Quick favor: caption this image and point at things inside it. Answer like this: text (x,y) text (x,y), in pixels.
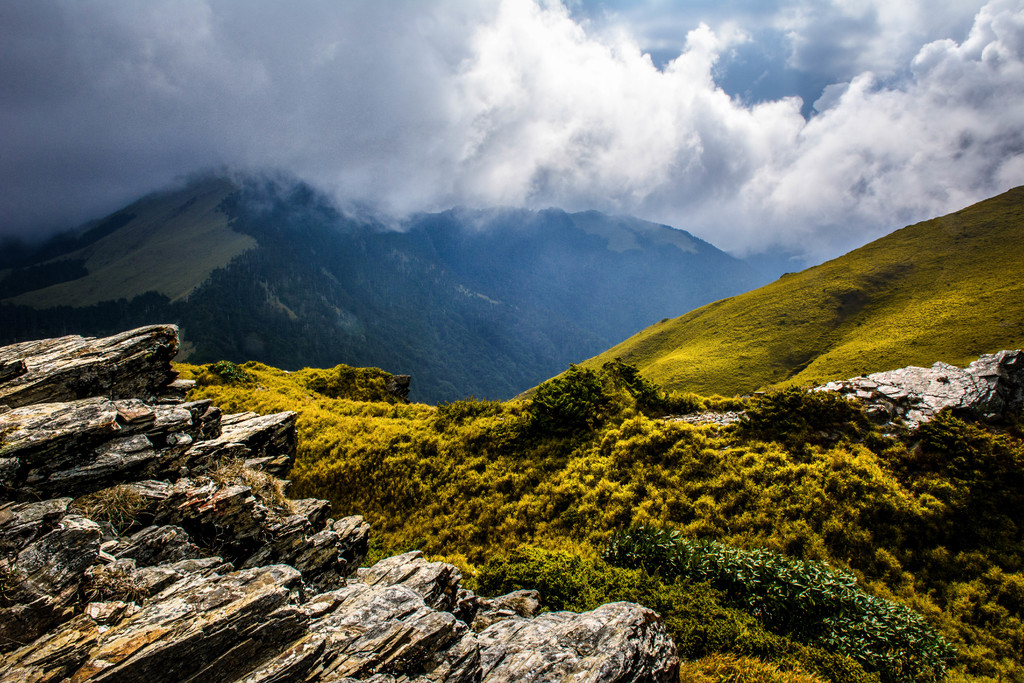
In this picture we can see mountains (243,349) and in the background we can see sky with clouds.
